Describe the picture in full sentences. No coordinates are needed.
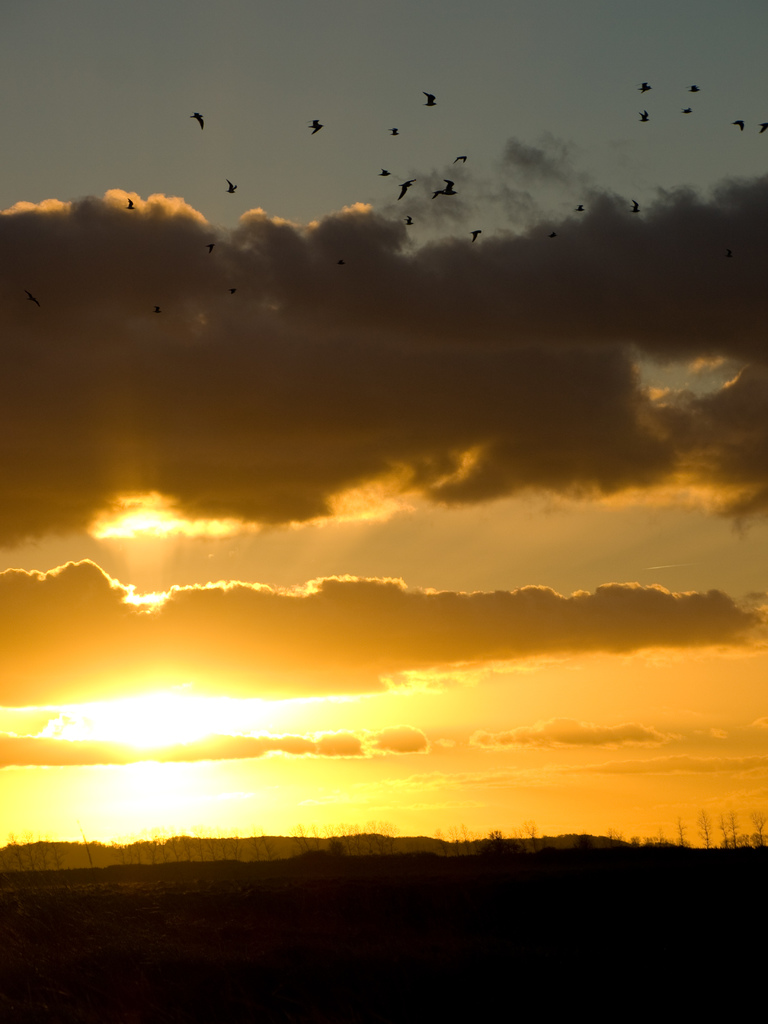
In this picture we can see trees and we can see sky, birds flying in the background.
